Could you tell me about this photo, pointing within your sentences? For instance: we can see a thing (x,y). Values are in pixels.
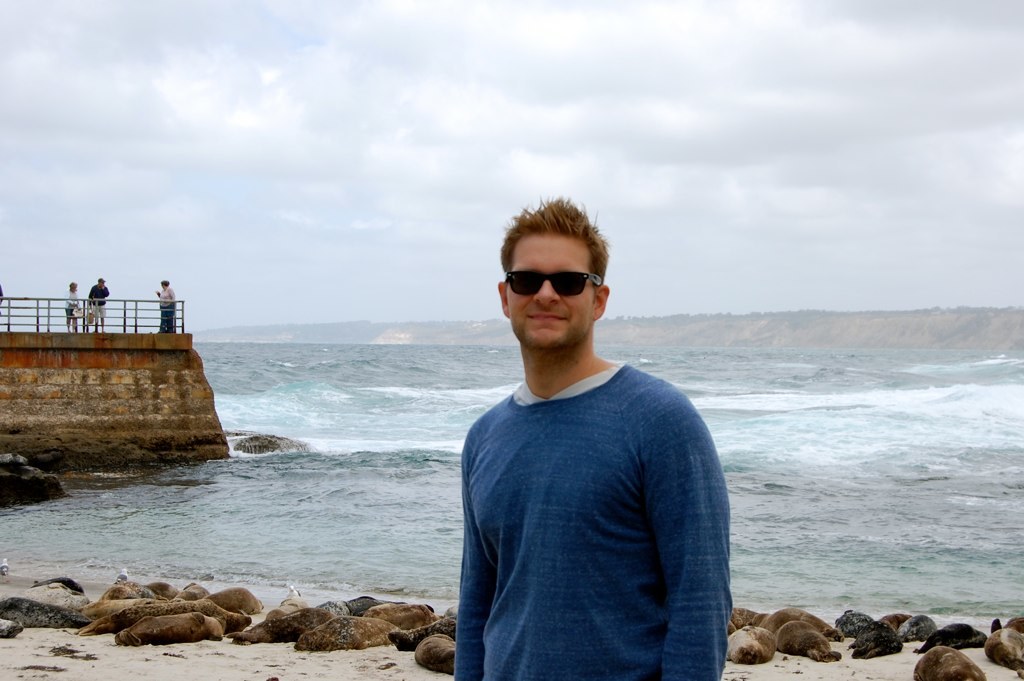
In this image we can see a man (566,508). In the background (20,619) we can see animals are lying on the sand (240,654) at the water (445,491). In the background (271,365) we can see water (232,428) and on the left side (74,286) we can see few persons (106,295) are standing on a platform (85,402) at the railing (147,318) and there are clouds (668,178) in the sky (206,324).
